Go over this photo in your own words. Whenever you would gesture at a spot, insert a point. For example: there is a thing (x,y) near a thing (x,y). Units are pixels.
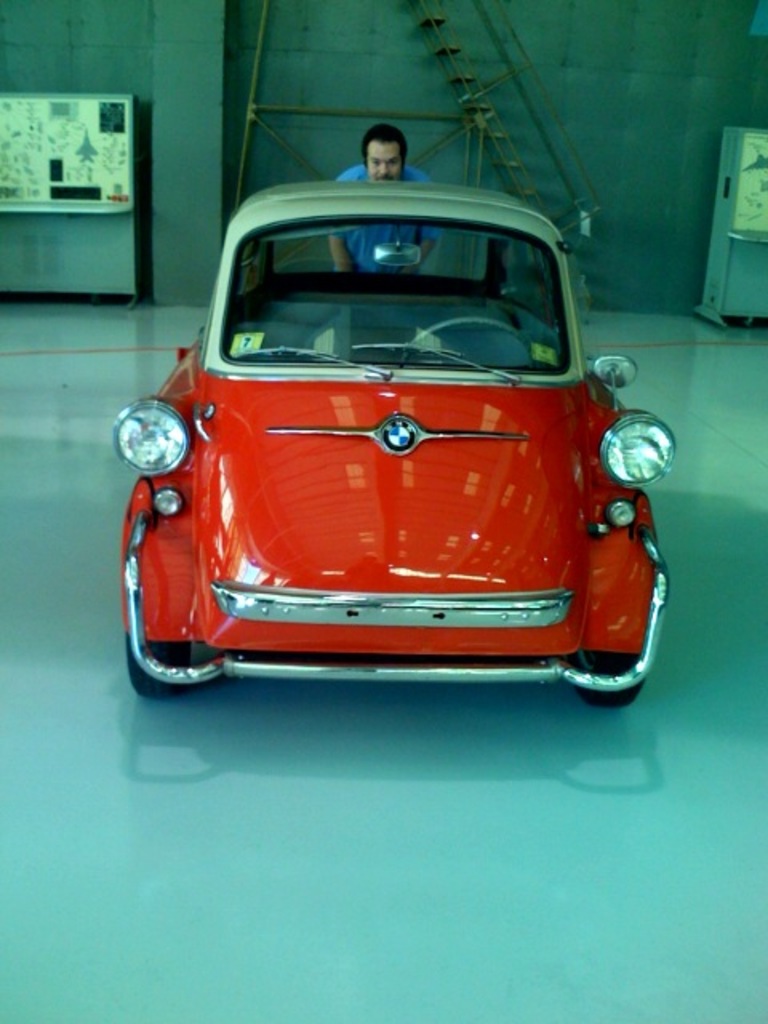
This image consists of a car (349,428) in red color behind which there is a man (429,254) standing. At the bottom (335,898), there is a floor (301,844). In the background (515,146), we can see a ladder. On the left (82,223) and right, there are machines (745,173).
